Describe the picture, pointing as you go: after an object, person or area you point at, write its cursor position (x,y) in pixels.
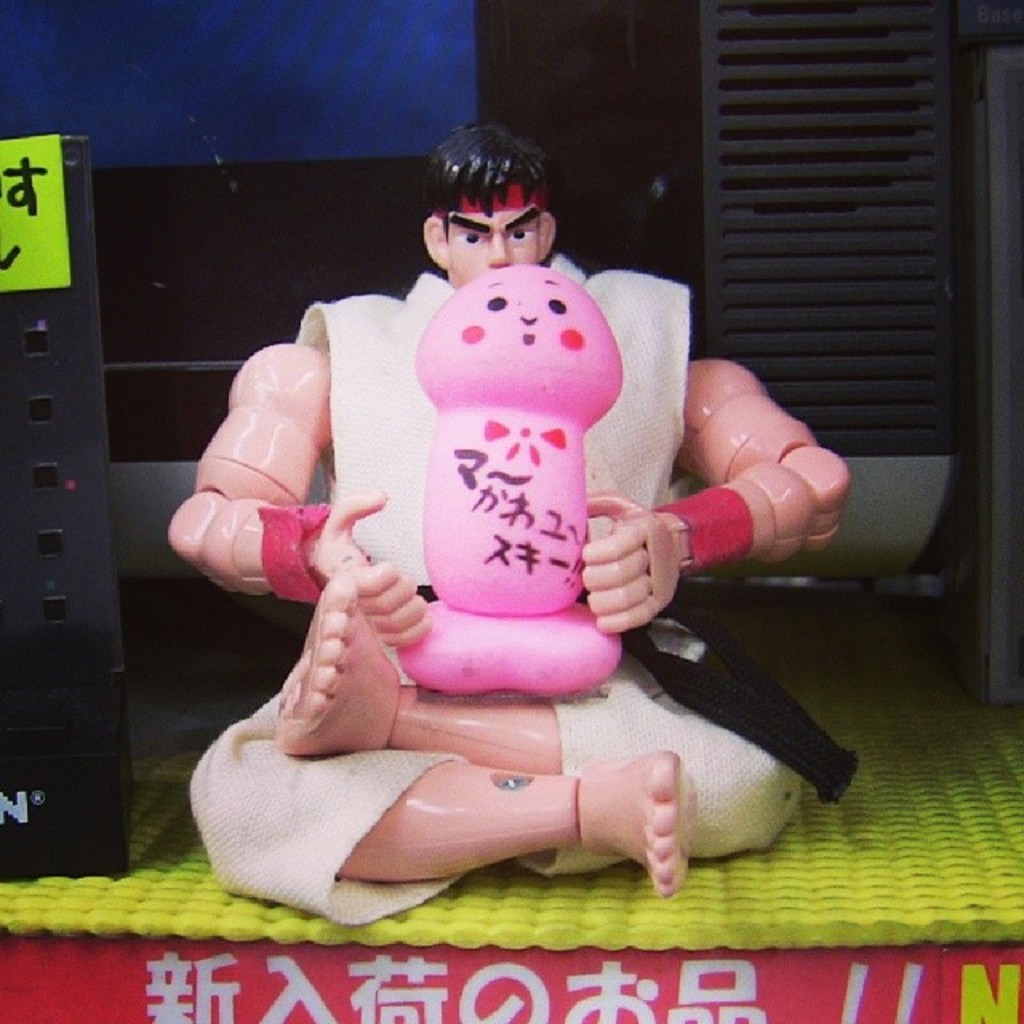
Here I can see a toy of a person (427,817) is placed on a yellow color surface (684,911). On the left side (39,479) there is a metal object (11,591). In the background (320,184) there are some objects (654,141) in the dark. At the bottom (531,986) there is red color board (468,1005) on which I can see some text (414,986).
